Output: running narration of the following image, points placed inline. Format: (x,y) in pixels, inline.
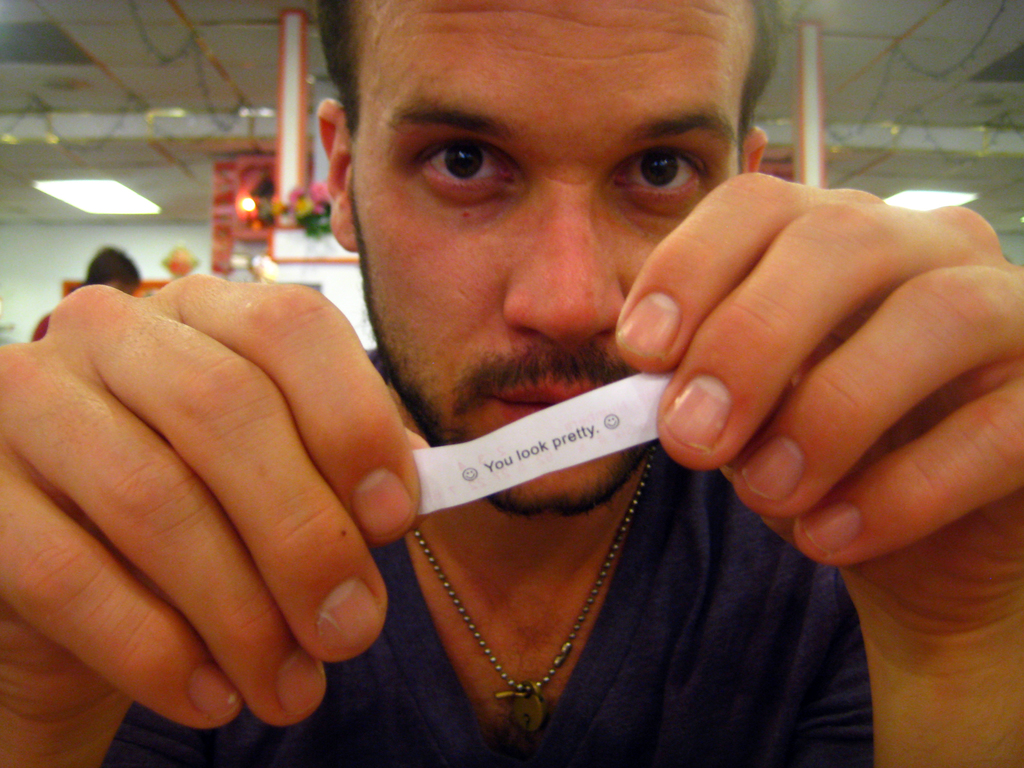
In this picture I can see a man (498,407) holding a piece of paper (654,413), and in the background (258,194) there are lights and some other objects (228,212).
